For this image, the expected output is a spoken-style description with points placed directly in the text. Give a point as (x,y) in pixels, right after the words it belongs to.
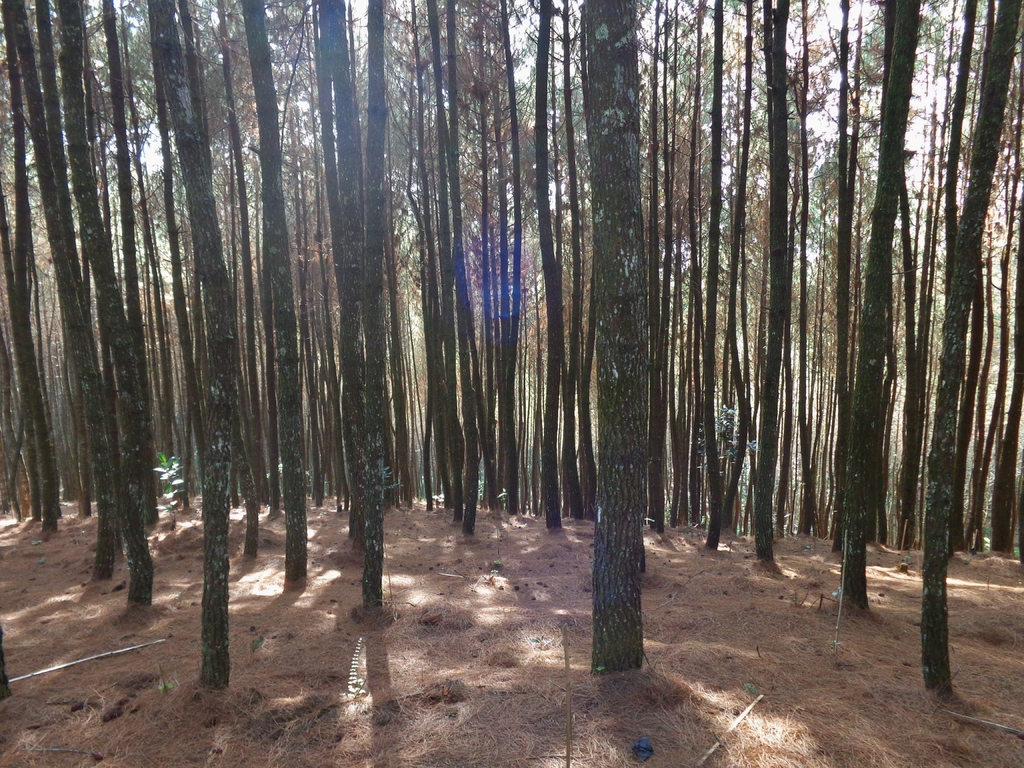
In this image I can see number of trees (486,418) and I can also see few white colour things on ground (726,673).
